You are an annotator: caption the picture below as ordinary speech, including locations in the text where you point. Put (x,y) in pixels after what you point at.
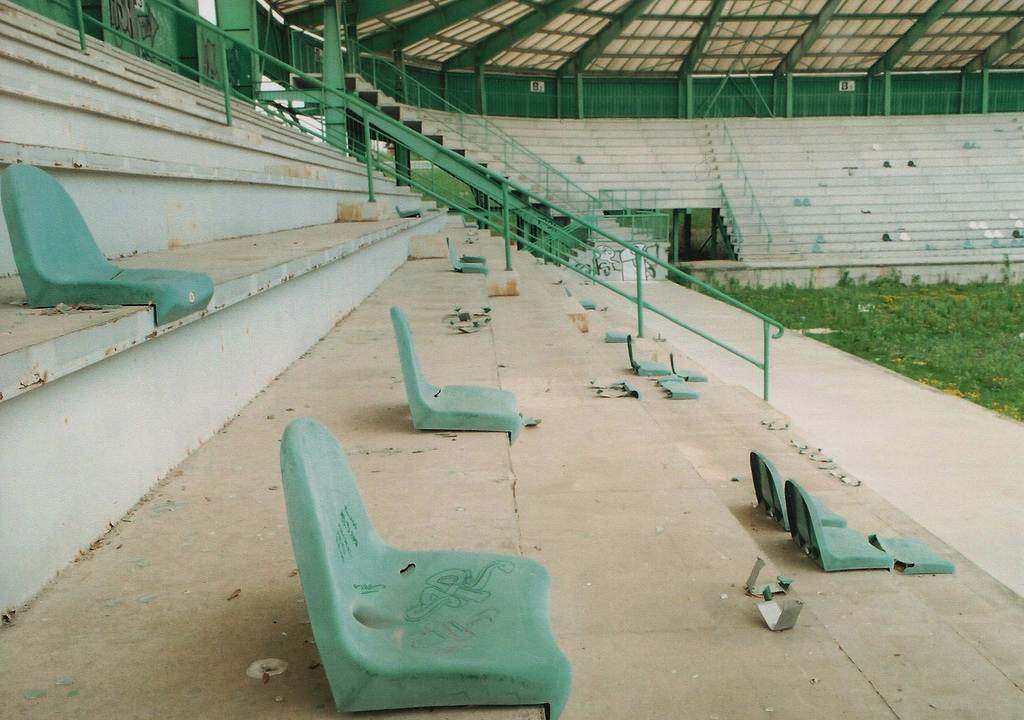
This picture shows a stadium (709,163) with few chairs (58,226) and grass (905,341) on the ground (905,341) and we see stairs (449,127) to climb.
